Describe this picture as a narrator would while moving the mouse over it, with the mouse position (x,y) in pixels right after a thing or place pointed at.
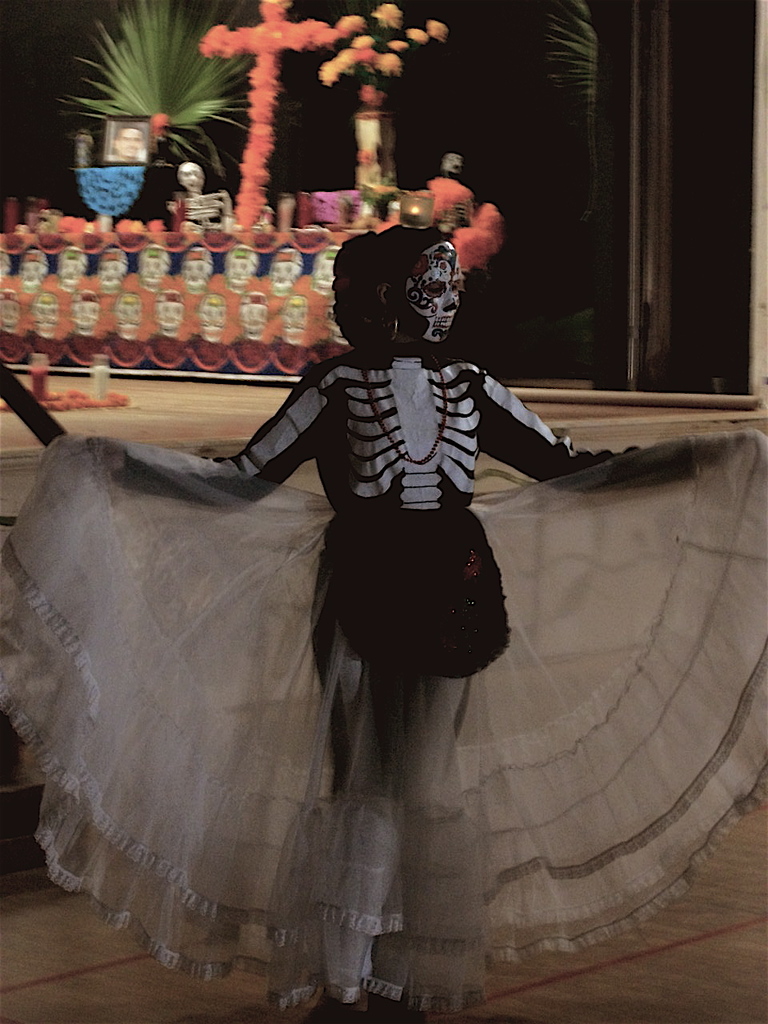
In this image in the front (512,616) there is a person (436,645) wearing costume (407,521). In the background (196,188) there are plants (170,114) and flowers (387,69) and there are objects (123,284).
